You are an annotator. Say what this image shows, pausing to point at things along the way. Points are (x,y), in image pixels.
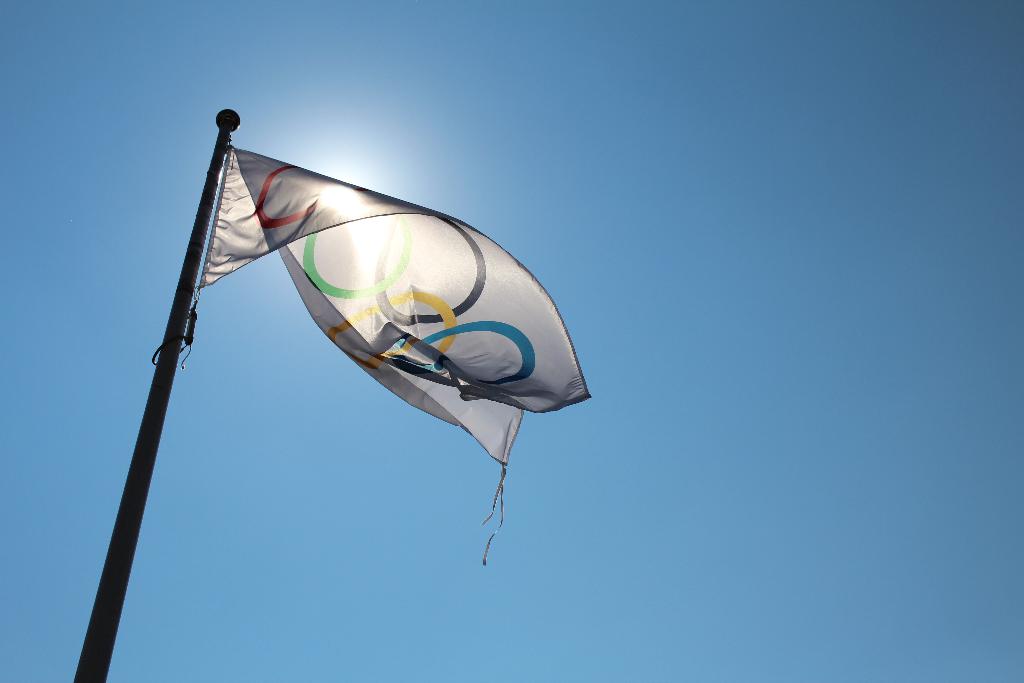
In this picture I can see a flag (217,251) with a pole (128,525), and in the background (47,615) there is the sky (559,137).
